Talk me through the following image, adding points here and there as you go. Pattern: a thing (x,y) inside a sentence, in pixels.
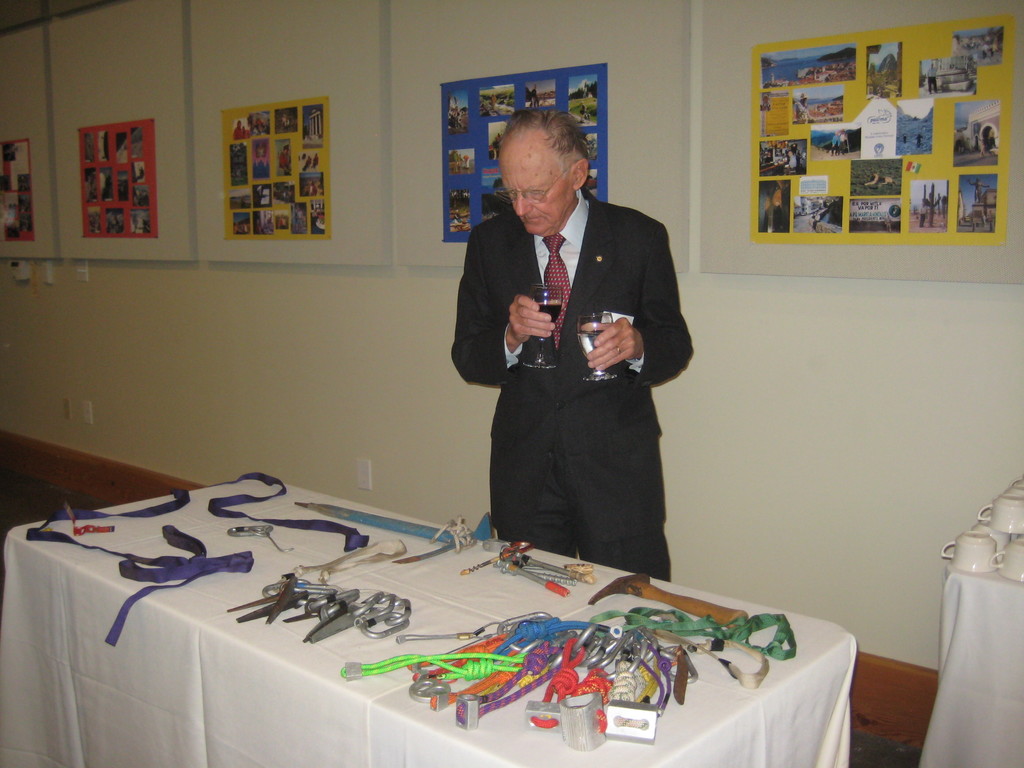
In this image we can see a man (601,344) wearing the glasses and also the glasses (549,310) of liquids (545,323) and standing. We can also see a table (652,580) which is covered with the cloth (53,578) and on the table (489,592) we can see the ribbons (168,505) and also some other objects (584,577). On the right (996,659) we can see the other table (973,589) which is covered with the cloth (1007,608) and on the table (979,681) we can see the cups (980,528). In the background (954,57) we can see the photographs (287,152) attached to the wall (303,24). We can also see the switch boards (84,401).
